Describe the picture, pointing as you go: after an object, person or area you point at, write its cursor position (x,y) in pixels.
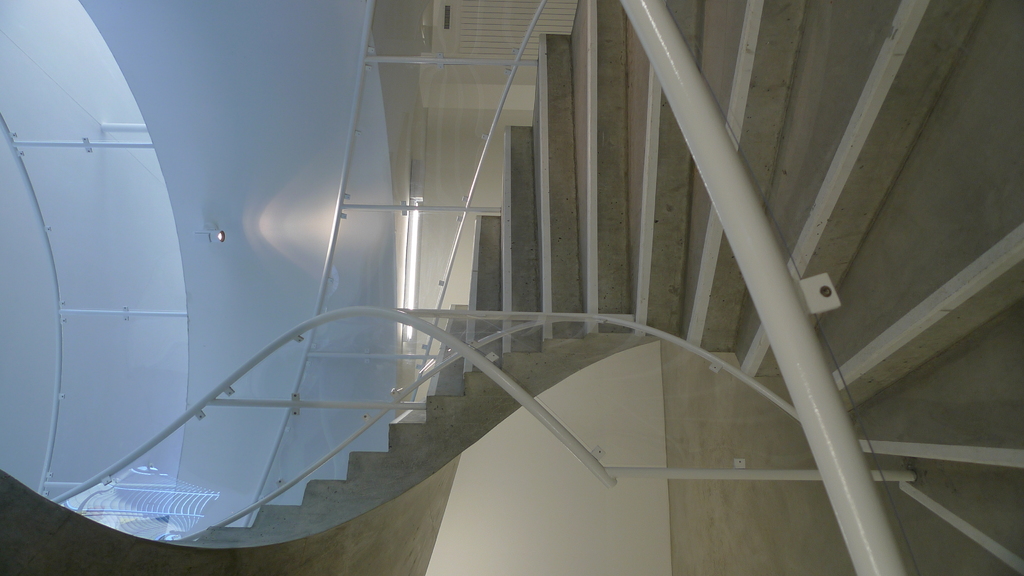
In this image we can see steps (488,323), rods (773,259), walls (150,285), glass (447,126) and light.
